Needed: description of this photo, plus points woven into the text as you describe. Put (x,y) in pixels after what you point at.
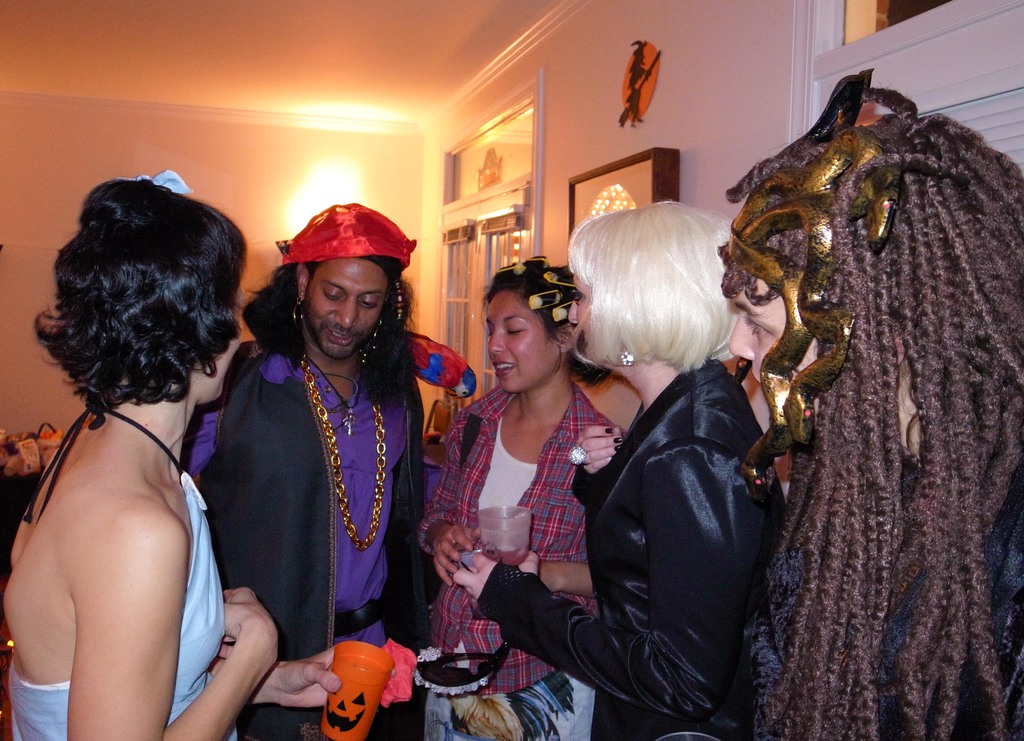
In this image, I can see five people (497,457) standing and holding the objects (401,667). Behind these people (870,555), I can see a light (335,173) and window (475,201). There is a photo frame (667,160) and an object (648,46) attached to the wall (740,95).
